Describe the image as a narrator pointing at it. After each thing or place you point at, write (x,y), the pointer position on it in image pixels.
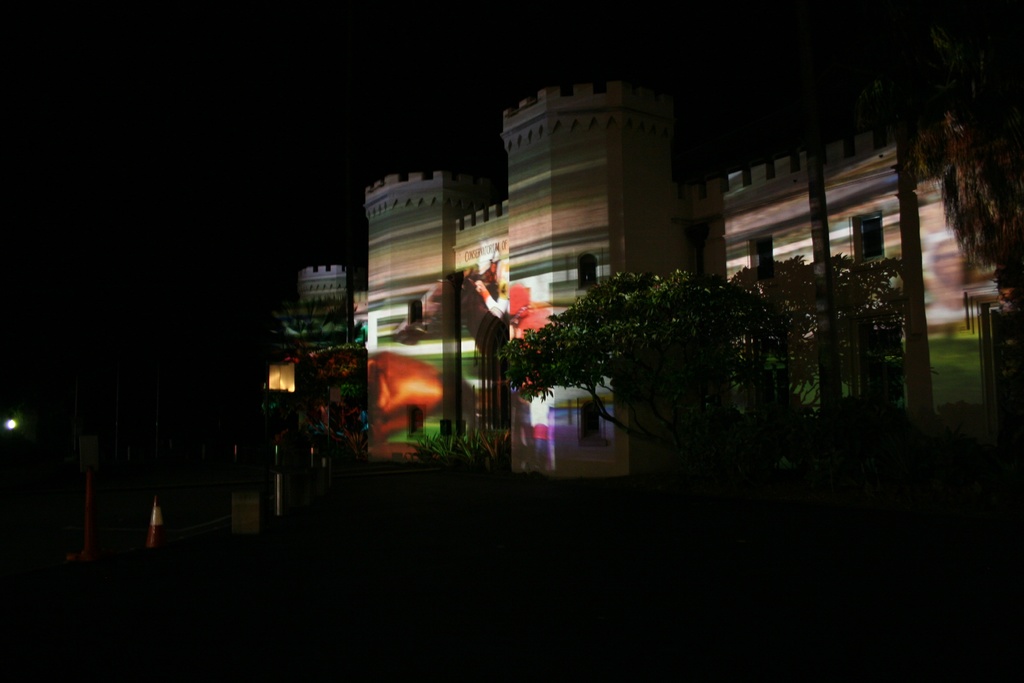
Here in this picture we can see an old monumental building (562,278) with number of windows (497,383) present over a place and we can see some colorful lights (399,341) on it and we can also see plants (322,347) and trees (322,347) present.
